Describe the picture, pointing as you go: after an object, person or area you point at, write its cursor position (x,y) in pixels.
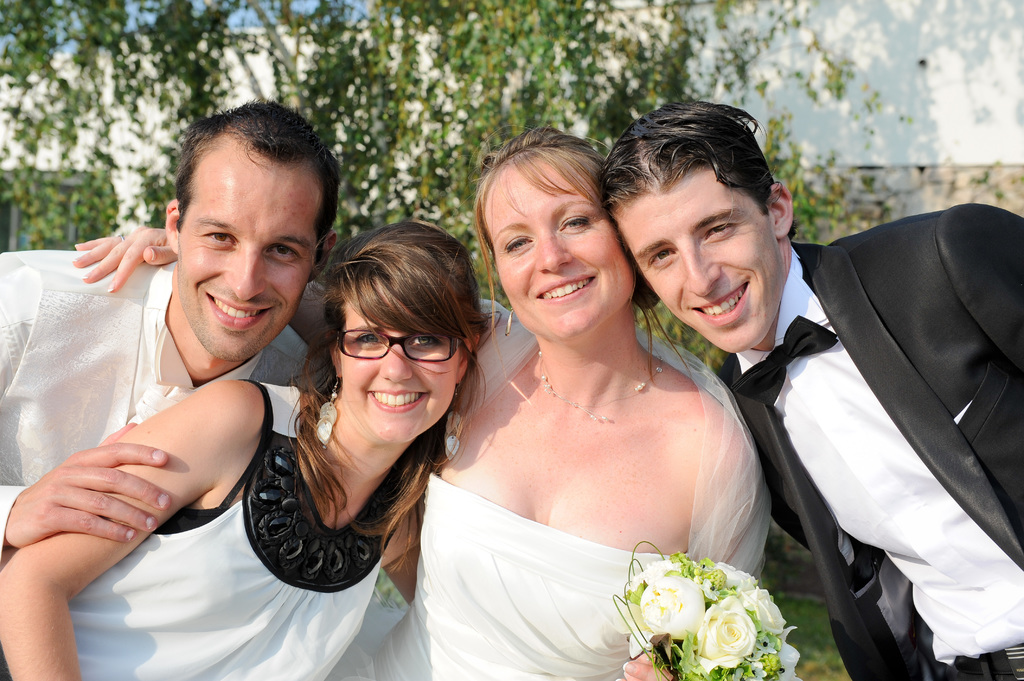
In this picture, we can see four people (684,507). In the background (253,67), we can see some trees (466,84), at the top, we can see a sky (330,9), at the bottom (762,662), we can see a plant (704,622) with some flowers (686,617).
